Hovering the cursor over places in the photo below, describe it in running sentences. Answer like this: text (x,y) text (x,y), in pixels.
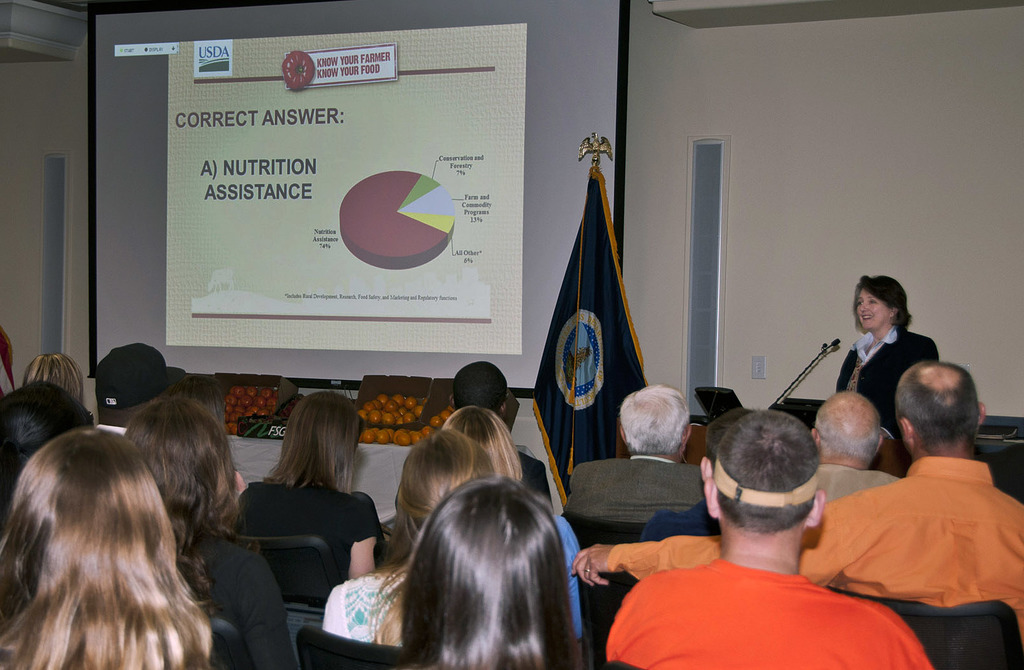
People (154,640) are sitting. A person (889,389) is standing at the right (894,397) back wearing suit (878,374) and there is a microphone (833,346). There are cartons (435,415) of oranges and a projector display (500,294) at the back (358,413).
